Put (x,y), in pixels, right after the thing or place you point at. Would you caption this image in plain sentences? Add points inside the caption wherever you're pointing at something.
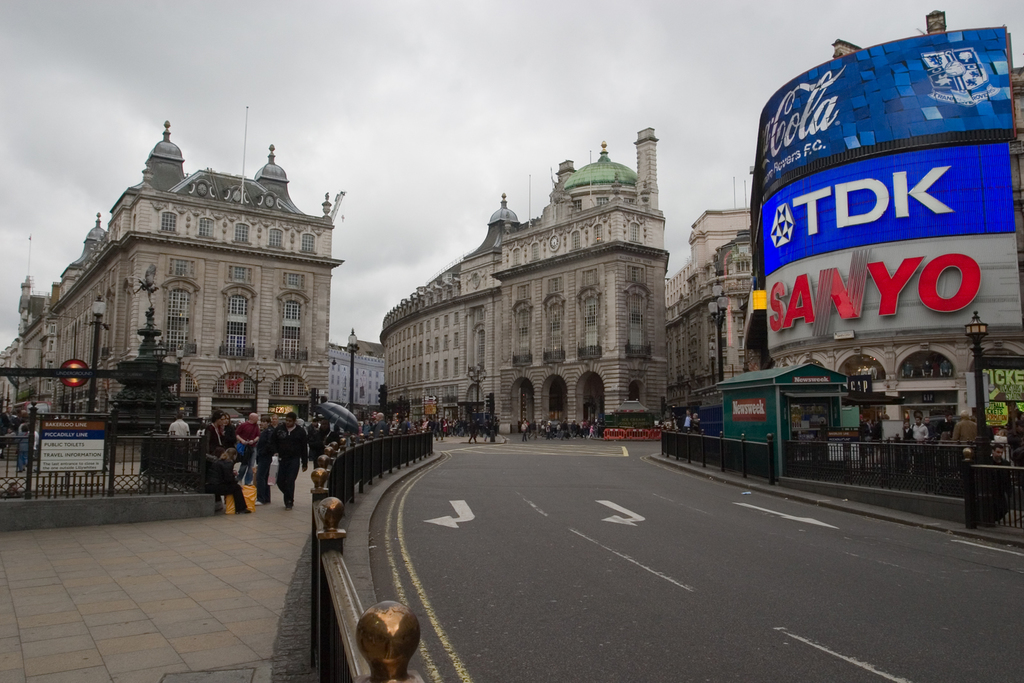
In the picture there is a road (551,497), there is a footpath (307,491), there are many people (444,435) present, there are poles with the lights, there are buildings (684,296), there is a some text (966,285) present on one of the buildings (818,274), there is a cloudy sky (858,44).
